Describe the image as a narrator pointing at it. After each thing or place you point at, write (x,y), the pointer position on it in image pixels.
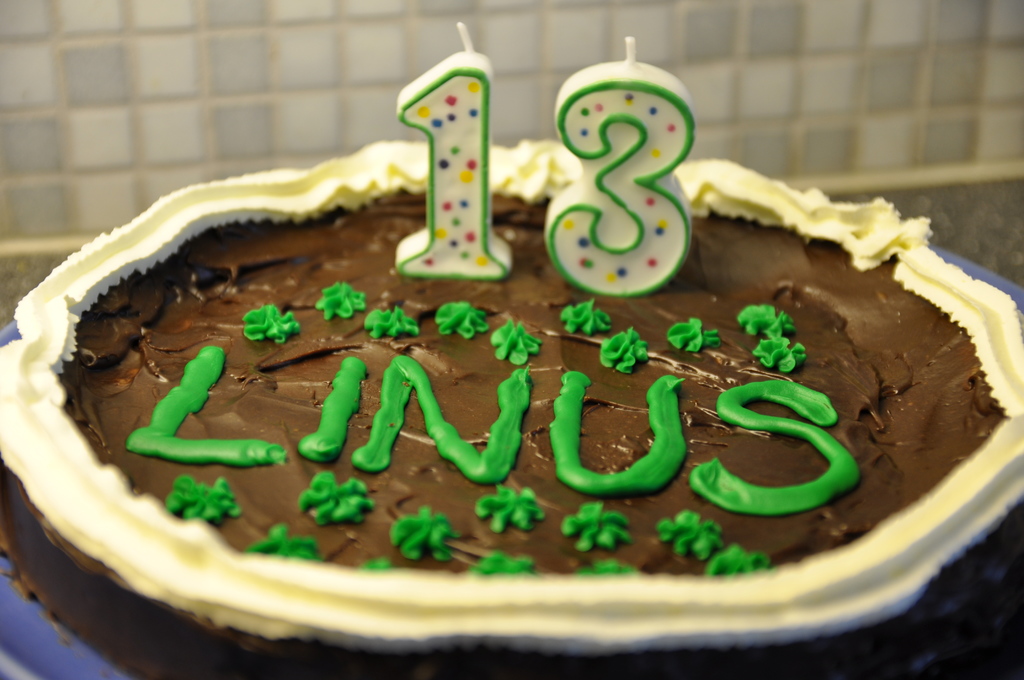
In this image I can see a cake (436,420) with the number 13 candles (658,188) on it.
